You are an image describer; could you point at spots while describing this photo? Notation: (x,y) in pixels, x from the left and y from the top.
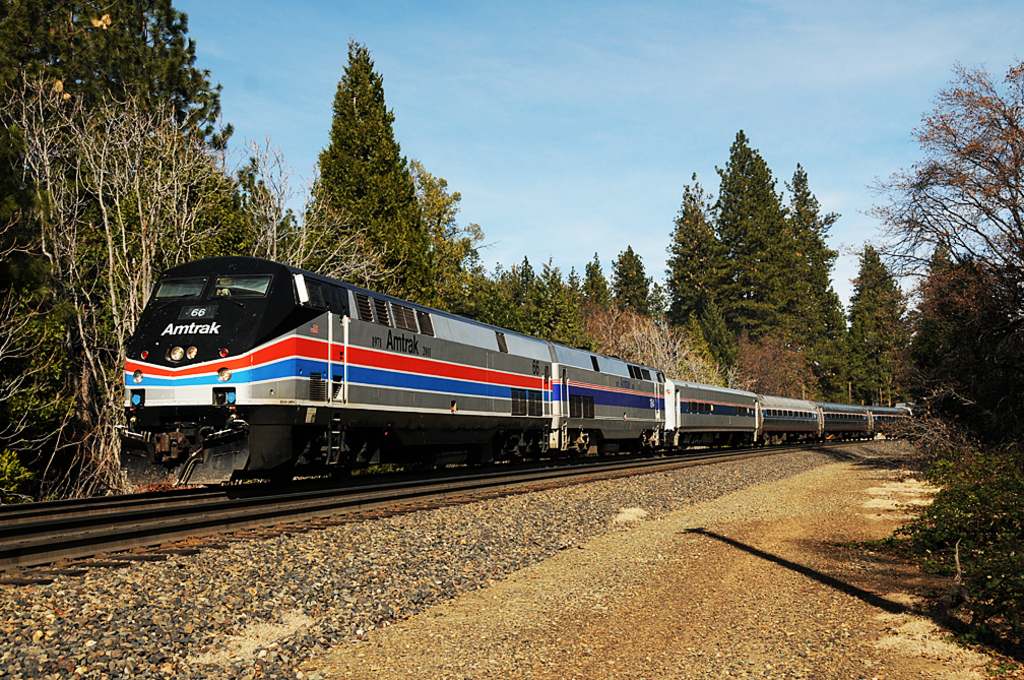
In this image there is a train (421,460) on the rail track (93,531). Background (771,300) there are trees (674,282). Top of the image (597,91) there is sky (616,125). Bottom of the image (462,591) there are rocks (396,598) on the land (570,628).
